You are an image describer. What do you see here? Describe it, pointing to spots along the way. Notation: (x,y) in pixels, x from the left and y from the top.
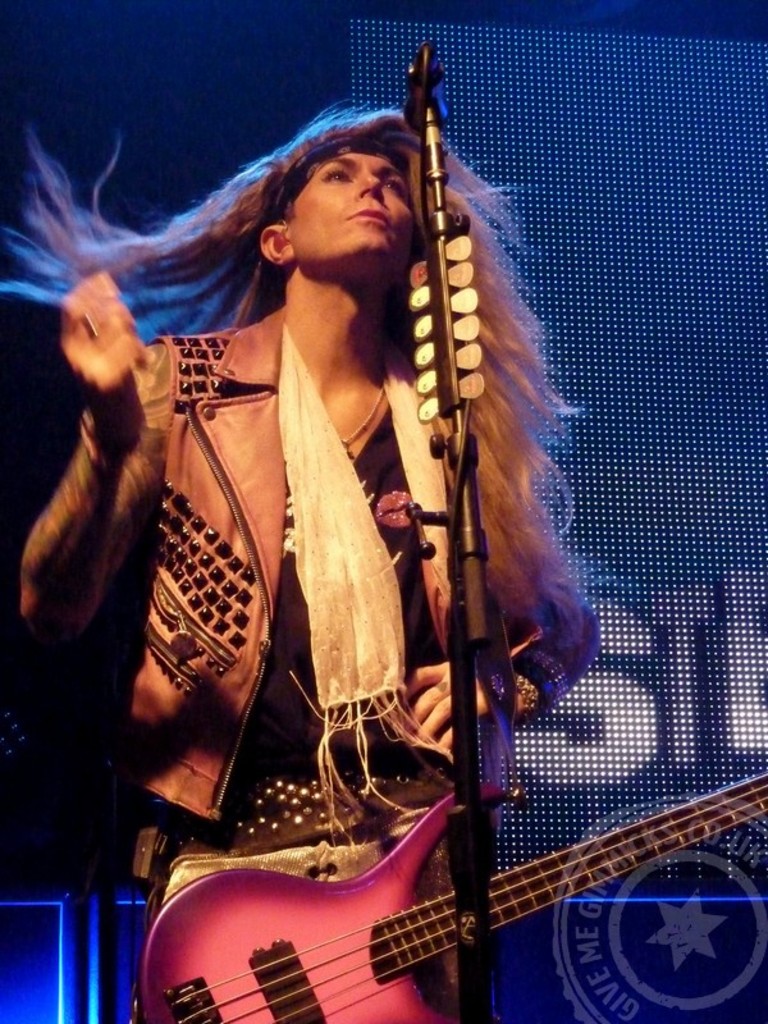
A person (346,542) is standing and has a guitar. He wear a coat (235,579).
